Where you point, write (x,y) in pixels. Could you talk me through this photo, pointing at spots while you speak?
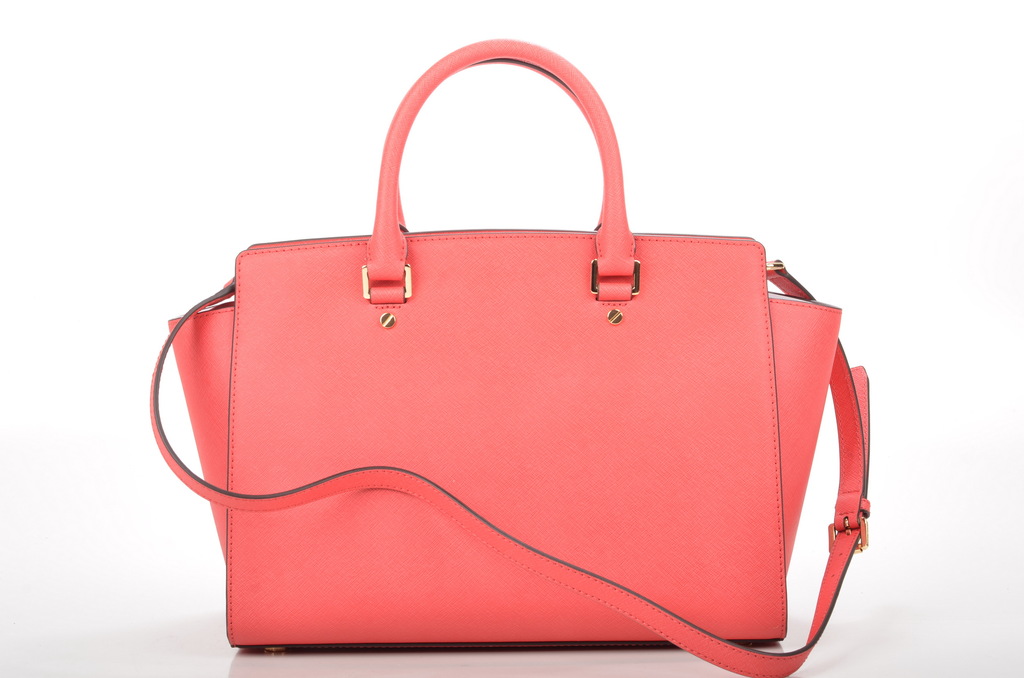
In this image I see a bag (736,653) which is of pink in color.
